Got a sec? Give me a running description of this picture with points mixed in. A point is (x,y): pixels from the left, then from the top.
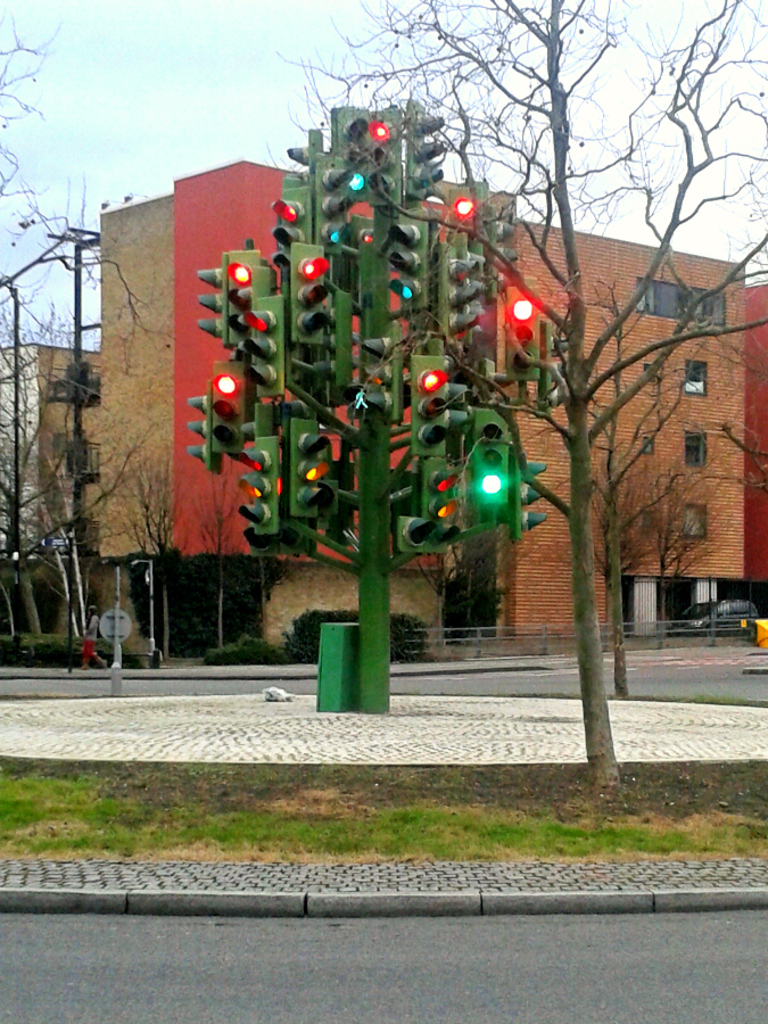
In this image we can see some buildings (561,521) and in front of it there are traffic lights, trees (561,507), railings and a few other objects (71,572).
